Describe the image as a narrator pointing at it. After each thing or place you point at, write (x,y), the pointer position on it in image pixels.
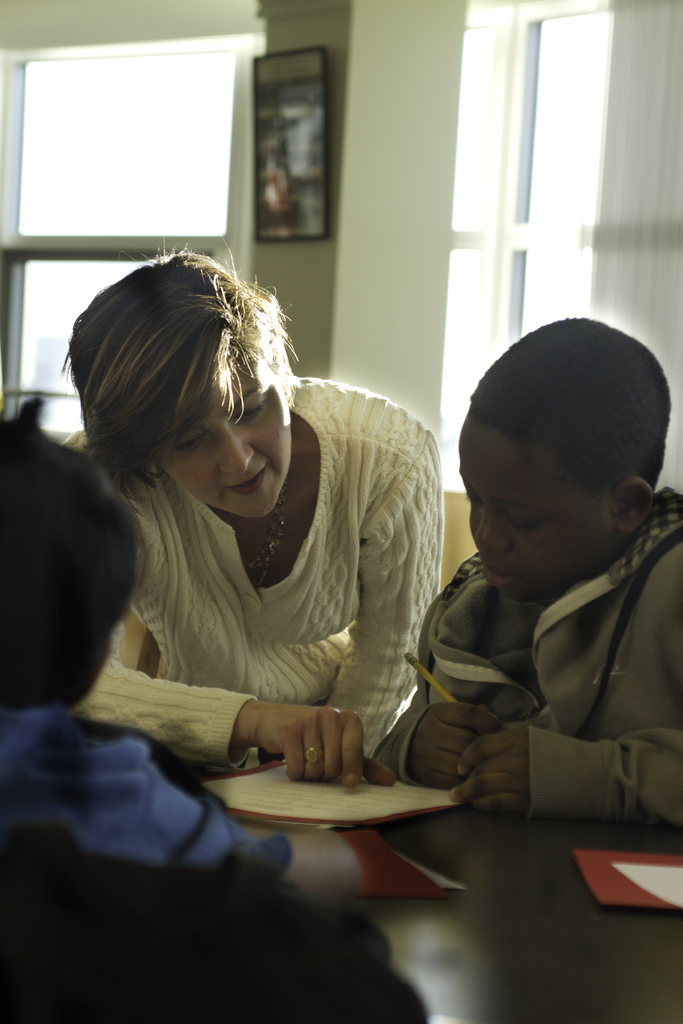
In the image there are two kids (42,719) and a woman (198,608) in sweatshirt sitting in front of table (666,954) with books (606,860) on it and in the back (145,155) there are windows (145,155) on the wall (423,98).
